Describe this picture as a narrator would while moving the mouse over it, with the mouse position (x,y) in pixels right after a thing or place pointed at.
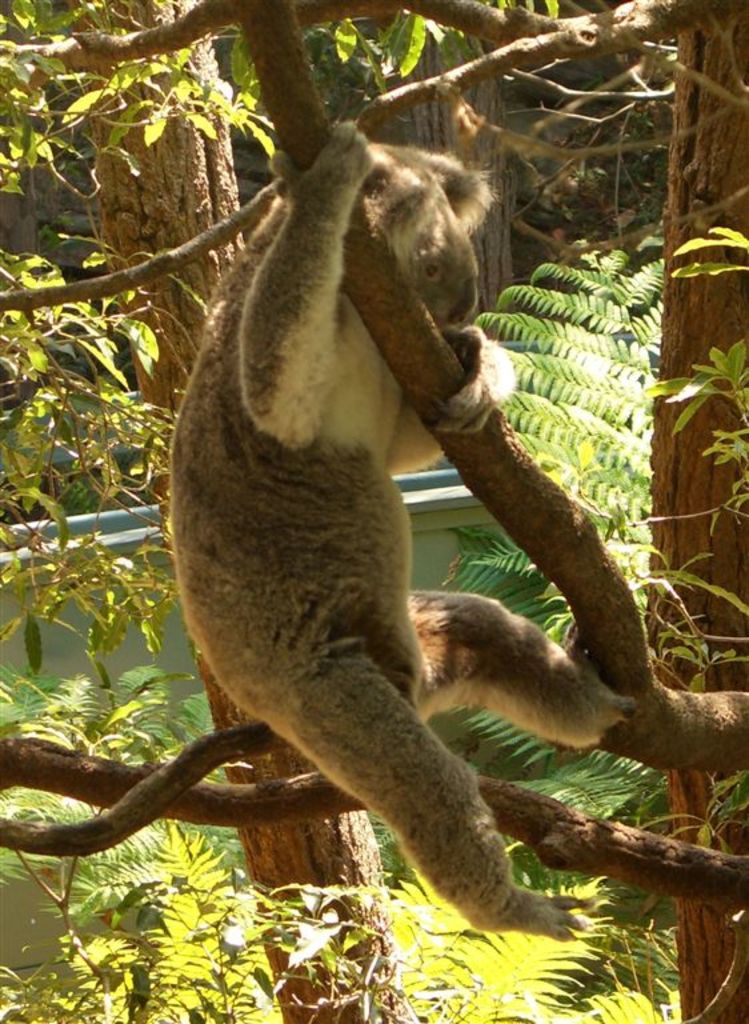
In this image I can see an animal (468,796) which is in brown color and the animal (534,660) is on the tree (537,549). Background (79,632) I can see a wall (77,621), and trees (202,306) in green color.
